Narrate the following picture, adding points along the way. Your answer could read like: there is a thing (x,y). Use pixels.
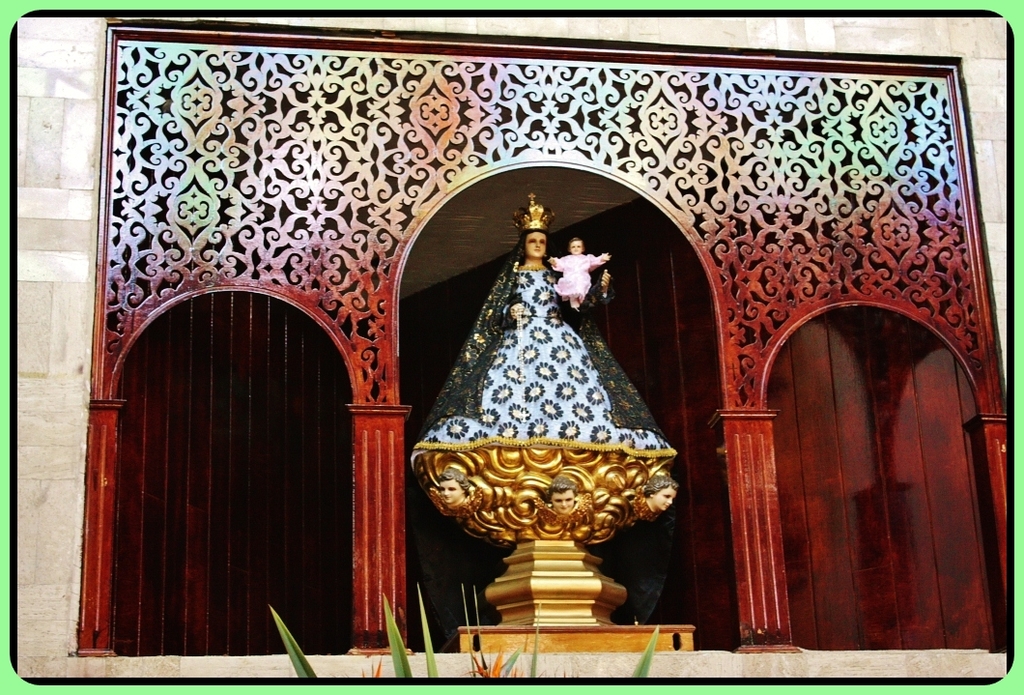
In the foreground of this image (518,389), there is a sculpture (530,393) in the middle (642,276) and a red wall (254,401) in the background (740,356). On bottom of the image (469,651), there are plants (403,647).
